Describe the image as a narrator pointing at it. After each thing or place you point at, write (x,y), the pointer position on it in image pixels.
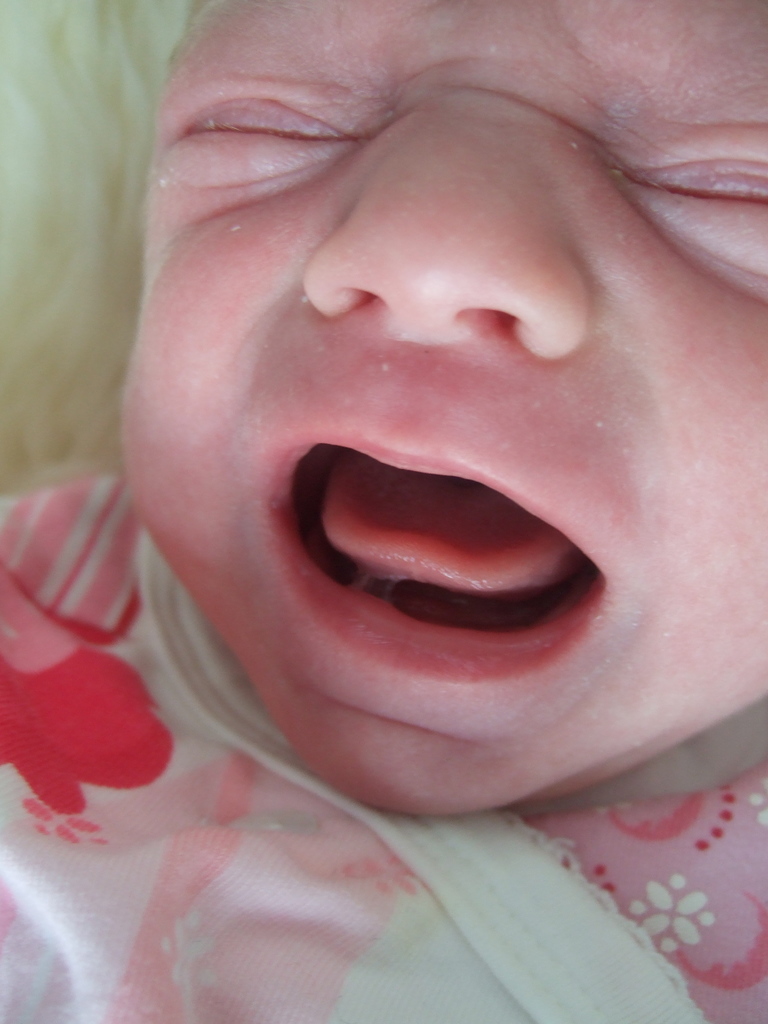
In this image we can see a baby (426,386) crying.
